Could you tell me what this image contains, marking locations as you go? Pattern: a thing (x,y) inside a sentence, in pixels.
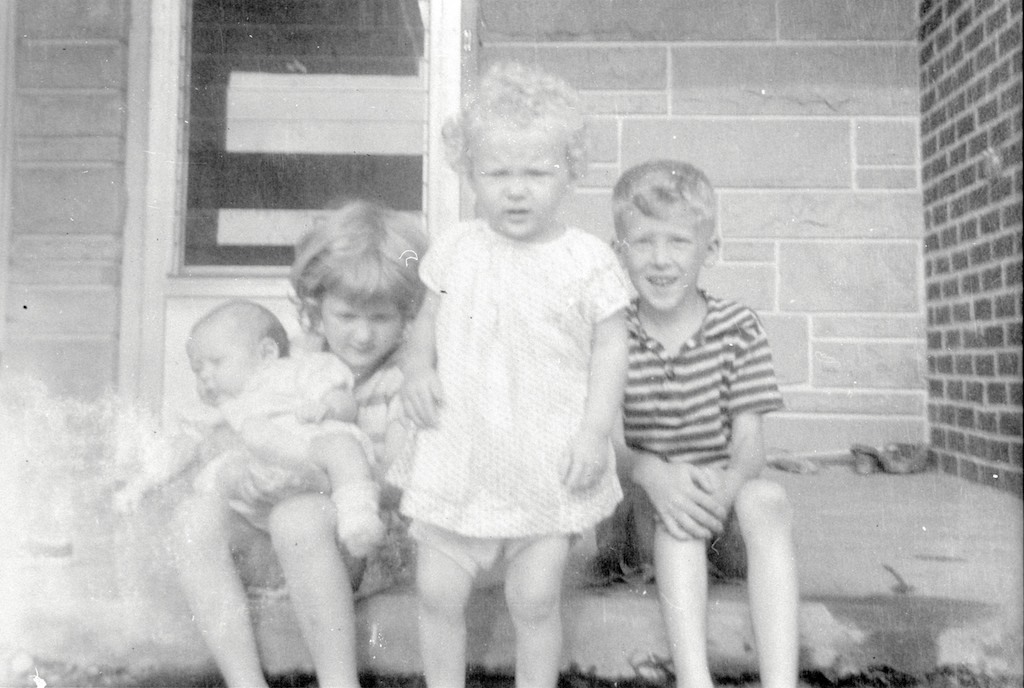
In this image on the ground (266,556) two kids (708,445) are sitting. A kid (508,455) is standing in the middle (508,410). A baby (283,419) is in the lap (315,510) of a kid (307,528) sitting in the left (326,526). In the background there is a building (509,41).
